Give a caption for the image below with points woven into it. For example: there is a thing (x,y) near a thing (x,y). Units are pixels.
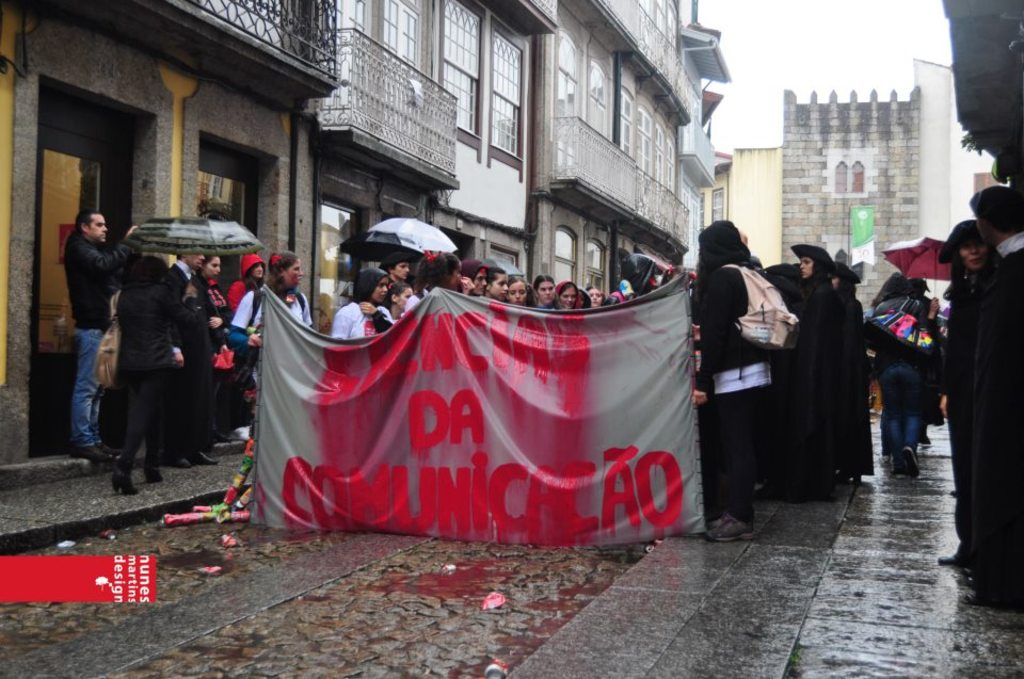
In this image we can see a group of people (749,362) standing on the road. Here we can see three people (720,318) holding the cloth (437,433). Here we can see a few people (169,299) holding the umbrellas (920,256). Here we can see the buildings (616,153).
